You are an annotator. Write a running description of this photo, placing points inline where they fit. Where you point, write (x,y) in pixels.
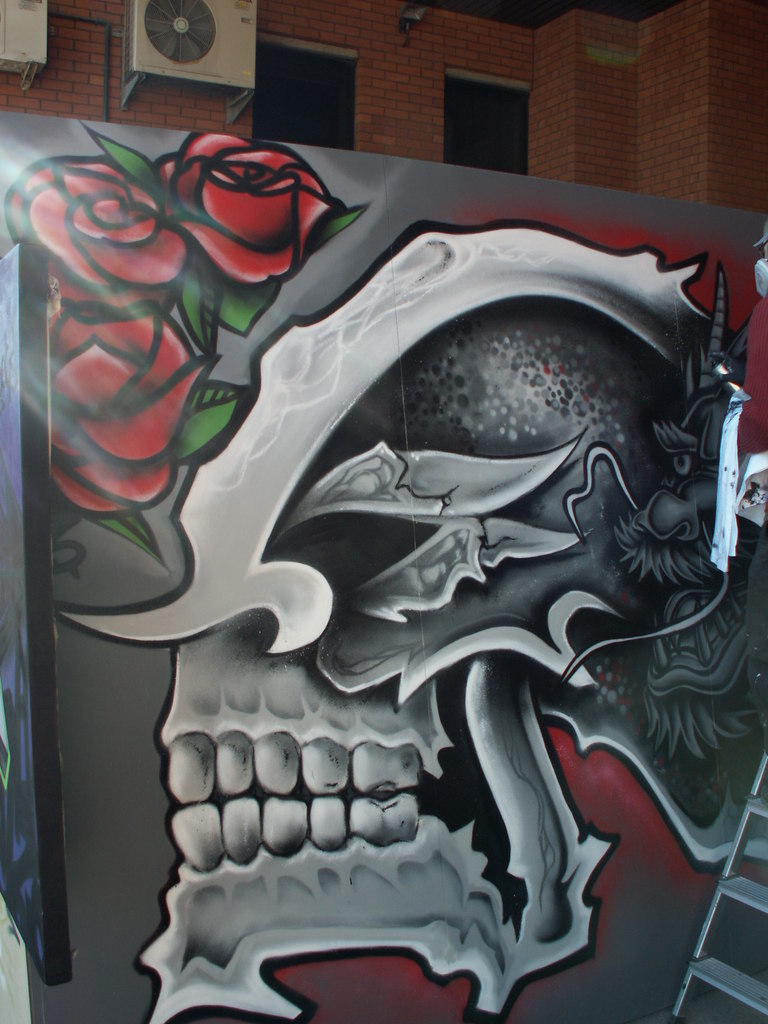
In this picture I can see the painting (624,537) of a skull (394,288) and flowers (280,277) on the wall (635,523). In the top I can see the outdoor AC (172,32) which is placed on the brick wall (75,38), beside that I can see the windows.
